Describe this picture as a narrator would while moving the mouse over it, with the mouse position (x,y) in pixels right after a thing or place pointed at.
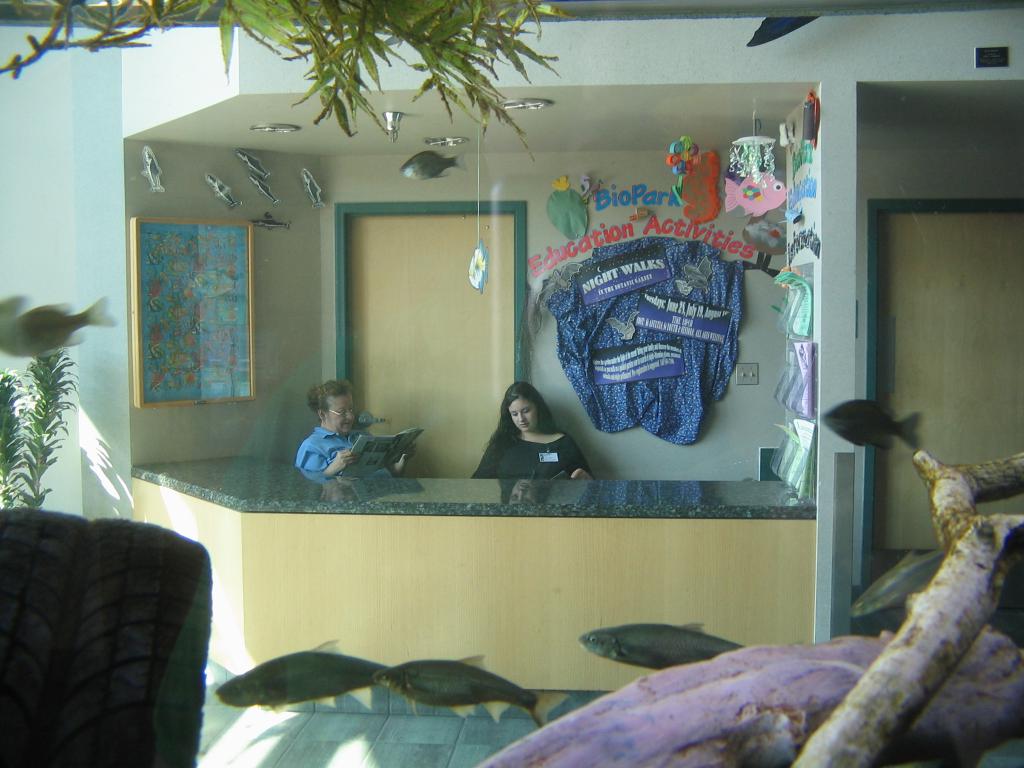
In the foreground (370,51) there is a fish tank (98,383) along with the fishes (428,667) and leaves (356,51) in the water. In the background (316,445) two persons (332,432) are holding some objects (379,457) in the hands (351,452) and sitting. In front of them there is a table (369,517). In the background (456,347) there is a door (394,320) and also I can see a frame (223,306) and some other objects (601,332) are attached to the wall (735,413). On the right side (932,312) there is another door (922,300).
